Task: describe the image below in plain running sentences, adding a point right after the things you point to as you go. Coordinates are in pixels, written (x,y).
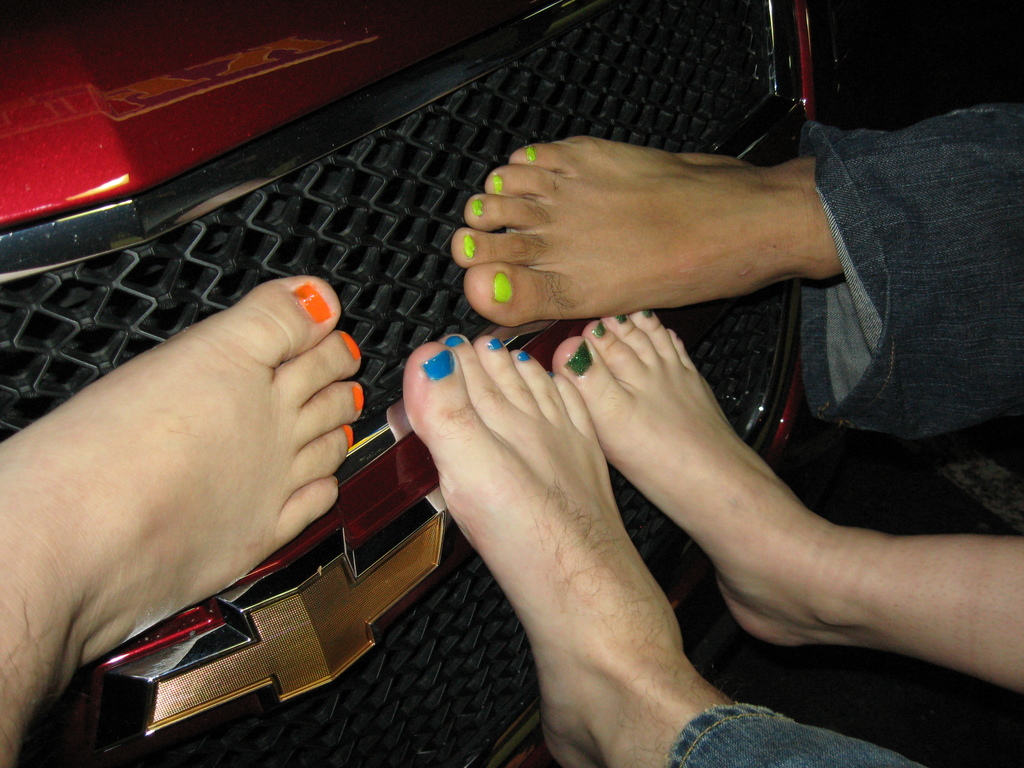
In this image I see 4 legs (615,292) and I see the nail paints (496,342) on the nails (324,321) and I see the front part of the car (257,88) over here and I see the logo (223,614).
